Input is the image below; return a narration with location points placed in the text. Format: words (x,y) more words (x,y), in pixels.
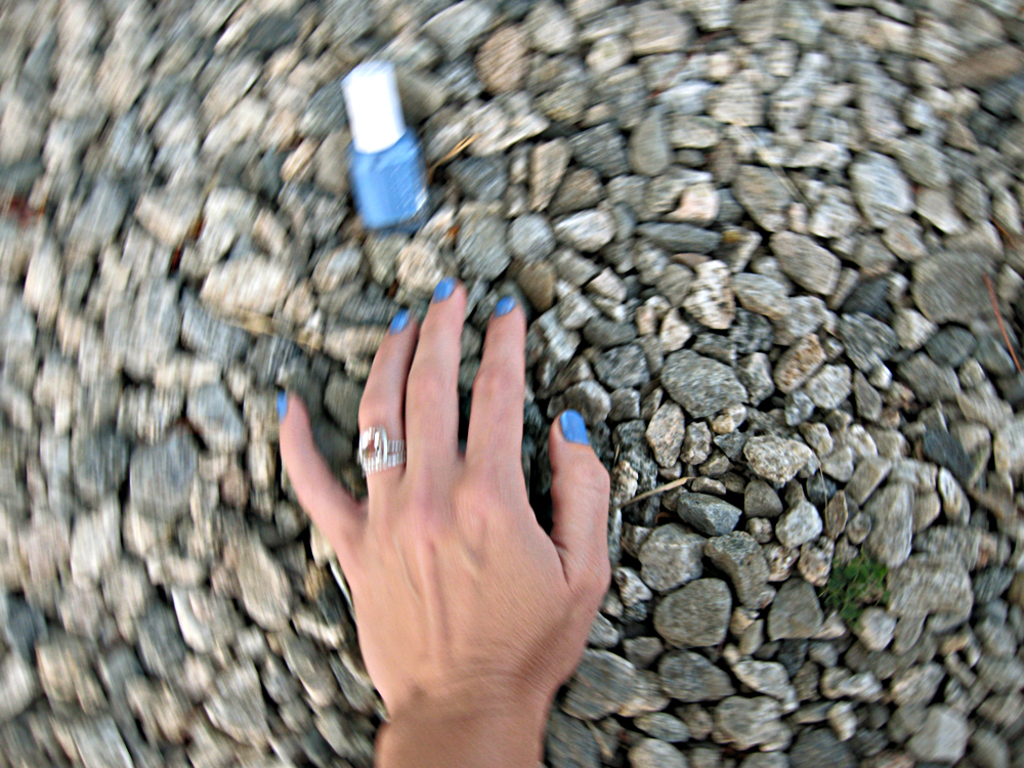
In the center of the image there is a hand (602,573). In the bottom of the image (956,663) there are stones (644,295).
